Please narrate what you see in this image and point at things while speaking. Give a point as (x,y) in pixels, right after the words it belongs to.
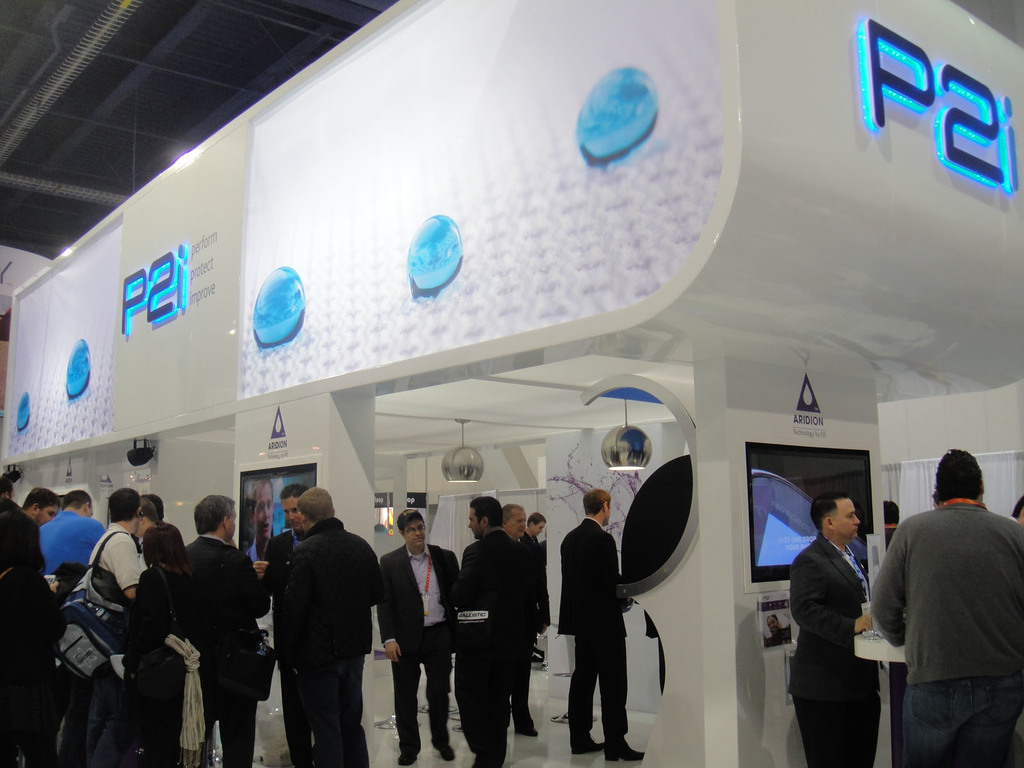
In this picture we can see there are groups of people (479,653) standing on the floor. Behind the people (355,644), there are name boards (520,197) and some objects (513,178). On the right side of the image (789,529), there is a table (878,643) and a screen (795,533).
